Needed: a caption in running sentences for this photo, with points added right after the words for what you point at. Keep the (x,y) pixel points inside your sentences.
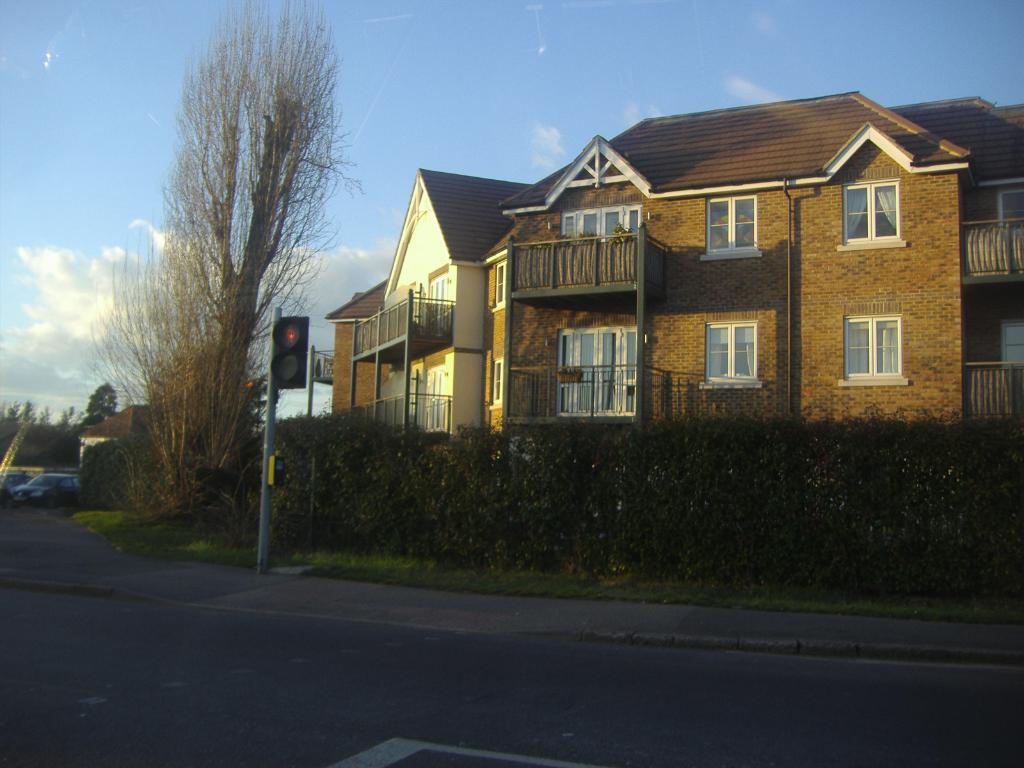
In this picture we can see a road (352,629) and on the road (213,749) there is a pole (275,359) with traffic signals (281,337). Behind the pole (274,372) there are trees (162,451), buildings (496,342) and a sky (391,35).
